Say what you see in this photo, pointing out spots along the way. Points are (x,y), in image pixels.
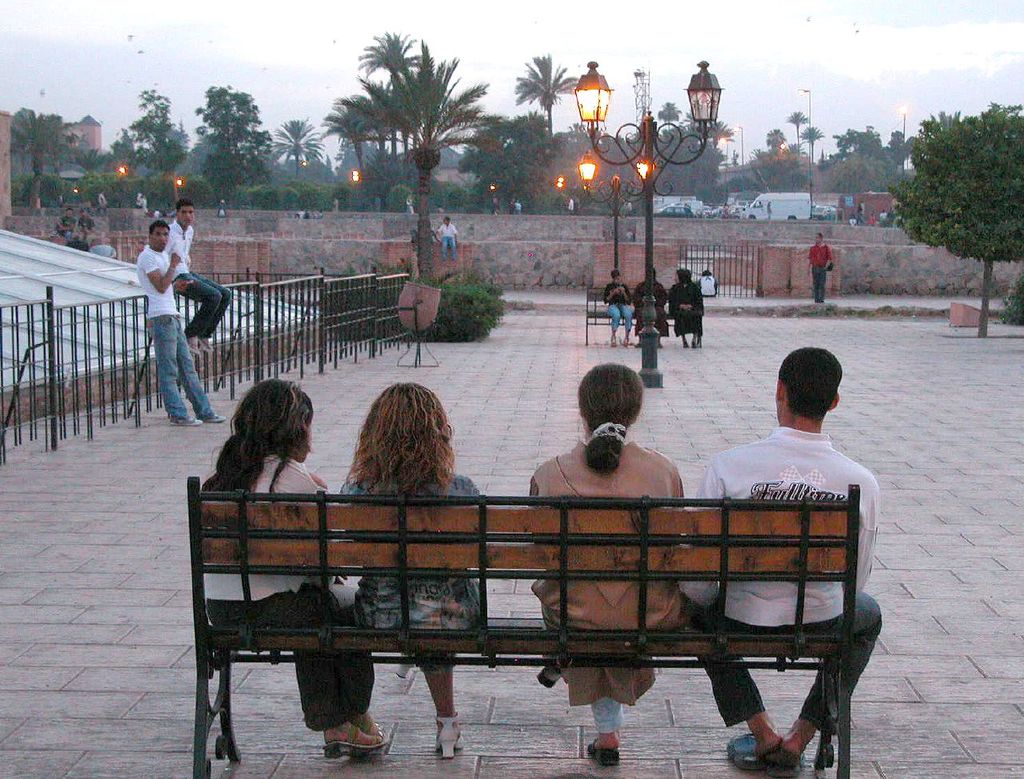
In this image there are persons (192,338) standing and sitting, there is a fence (222,329), there are trees (725,197), cars (716,207), light poles (618,218) and the sky (686,101) is cloudy.
